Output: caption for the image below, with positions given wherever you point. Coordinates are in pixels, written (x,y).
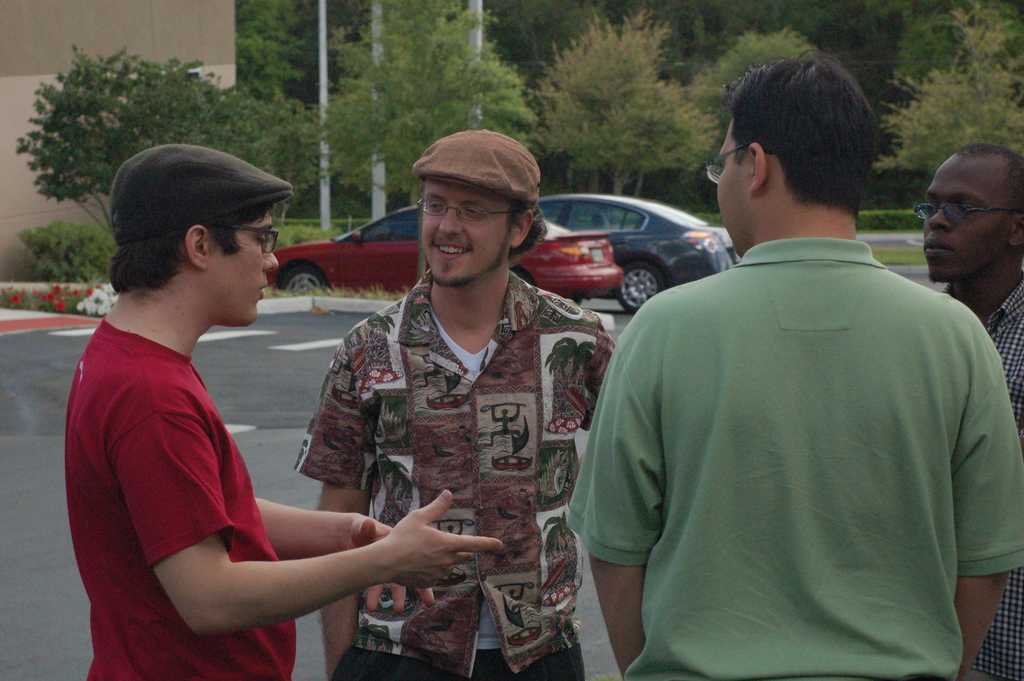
As we can see in the image in the front (604,424) there are few people (549,429) standing. In the background (21,99) there is a house (52,47), poles (475,7), trees (505,91), grass (882,254) and cars (626,258).
